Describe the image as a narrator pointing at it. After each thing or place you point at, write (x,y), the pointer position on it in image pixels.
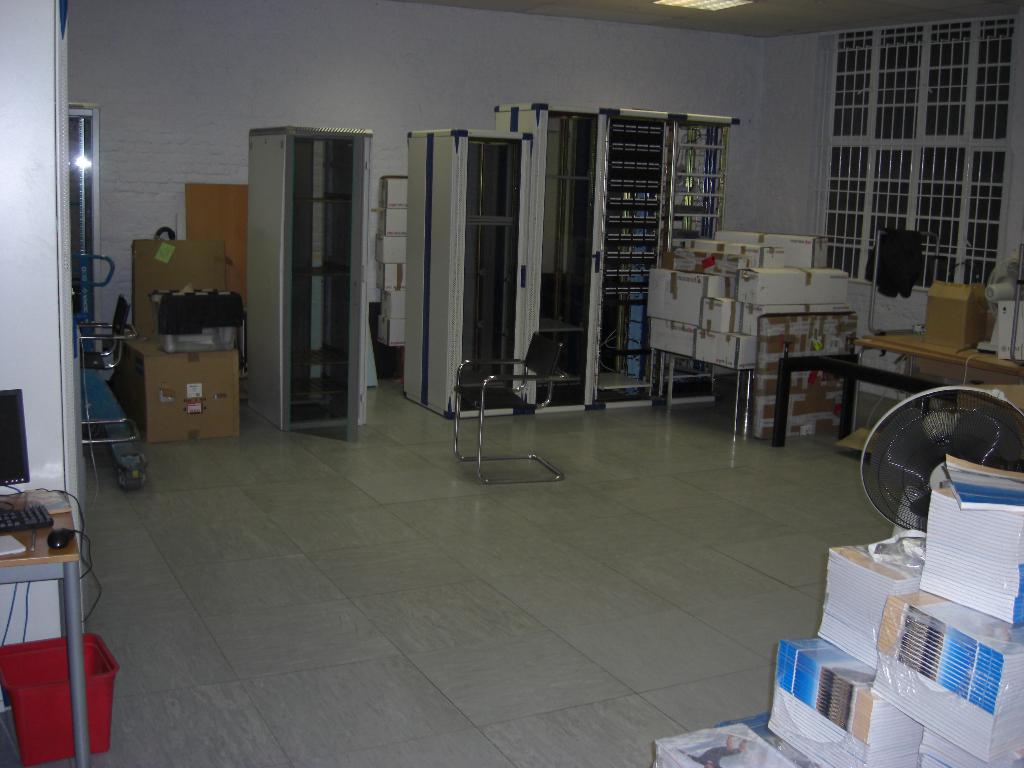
In this picture we can see books (931,690) and a table fan (915,496) at the right bottom (946,682), in the background (212,362) there are some cardboard boxes (710,321), we can see a chair (483,412) in the middle (501,405), on the left side (42,543) there is a table (38,559), we can see a monitor (23,449), a keyboard (44,527) and a mouse (59,537) present on the table (42,543), there are some racks (655,177) here, on the right side (921,132) we can see windows (922,166), there is a wall (346,55) here.
